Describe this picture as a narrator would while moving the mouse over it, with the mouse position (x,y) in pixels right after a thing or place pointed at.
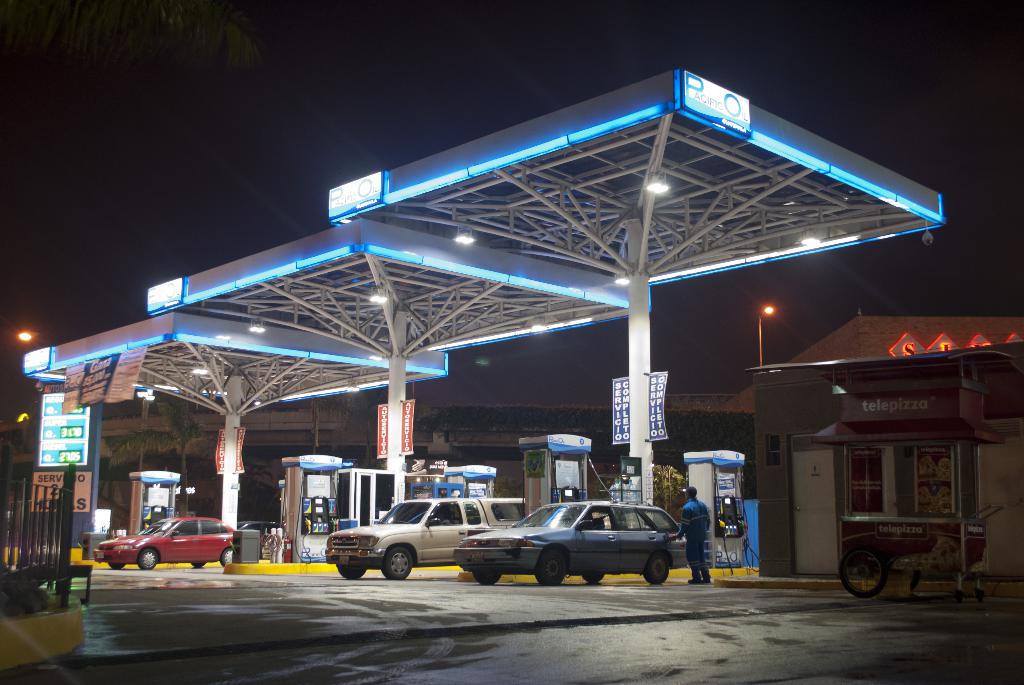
This image is clicked outside. This looks like a petrol bunk (393,374). There are lights (437,346) in the middle (437,372). There are cars (573,533) at the bottom (598,526). There is a person (698,522) in the middle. There is sky (473,98) at the top (916,68).
